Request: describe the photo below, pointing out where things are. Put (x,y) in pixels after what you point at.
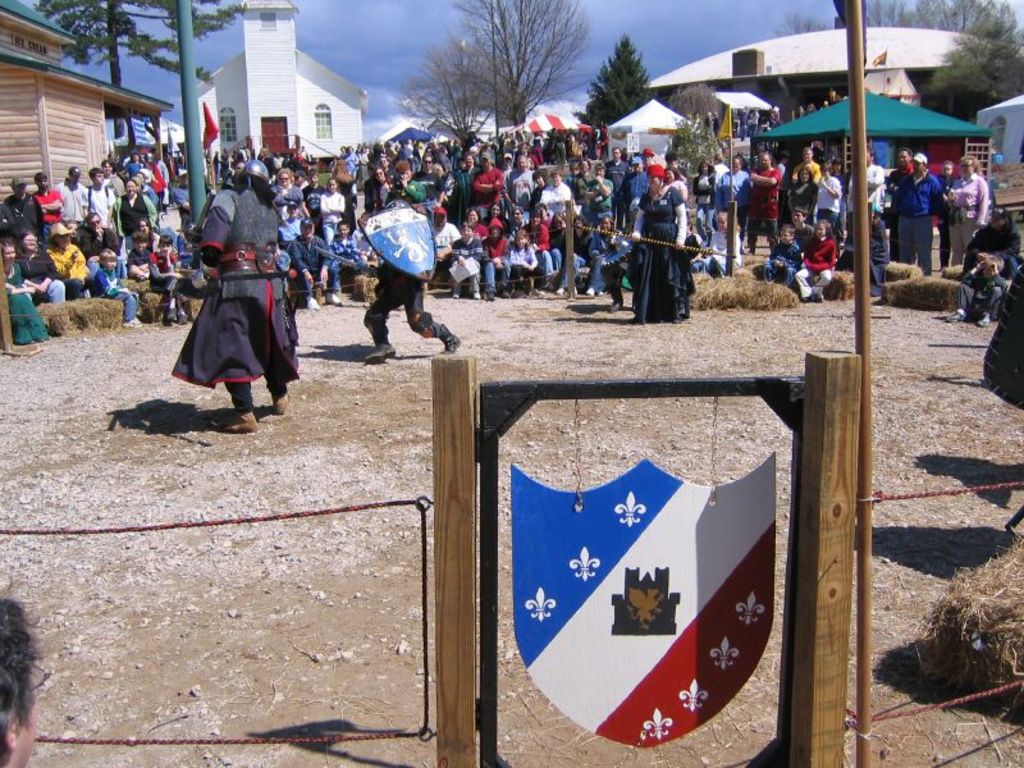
In this image we can see few people (970,182) on the ground (966,505), some of them are sitting and some of them are standing, a person (382,222) is holding a sword (348,262) and a shield (414,225) and a shield (629,611) hanged to the iron rod (785,404) and there is a rope (368,739), there are few trees (462,131), buildings (274,116) and the sky (582,93) with clouds (575,67) in the background (729,11).
